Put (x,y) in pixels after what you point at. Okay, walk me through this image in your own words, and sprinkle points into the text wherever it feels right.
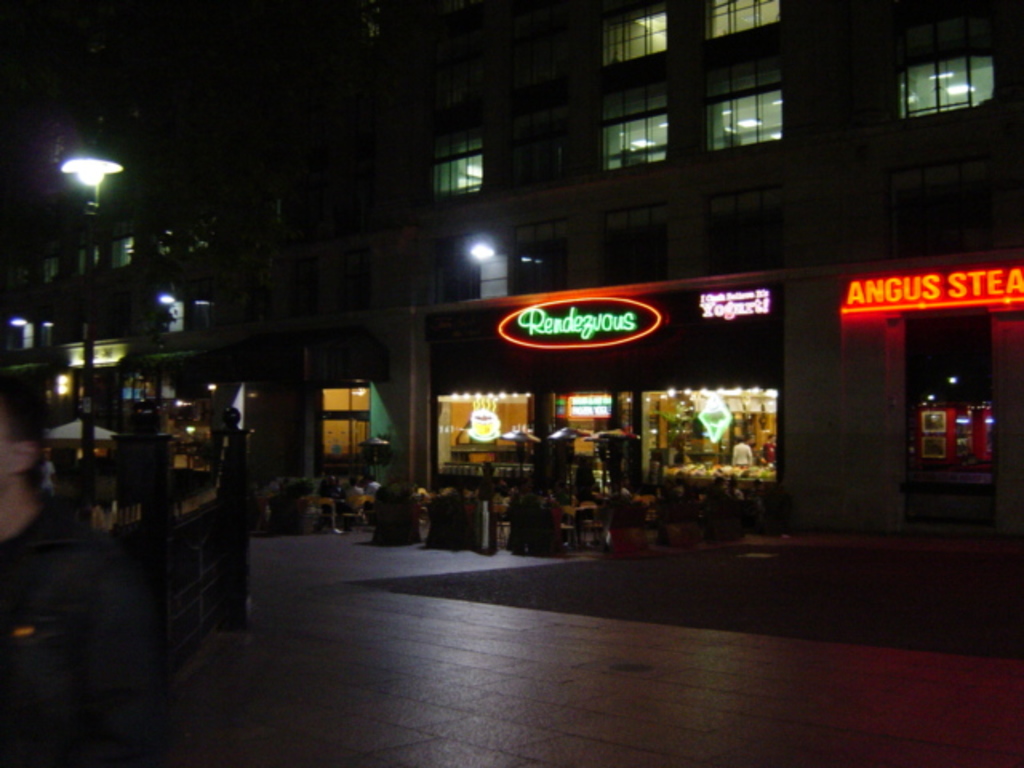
In this picture I can see group of people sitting on the chairs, there are plants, light boards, there is a building (1001,454), there is a pole (90,250) and this is looking like an umbrella (79,433).
